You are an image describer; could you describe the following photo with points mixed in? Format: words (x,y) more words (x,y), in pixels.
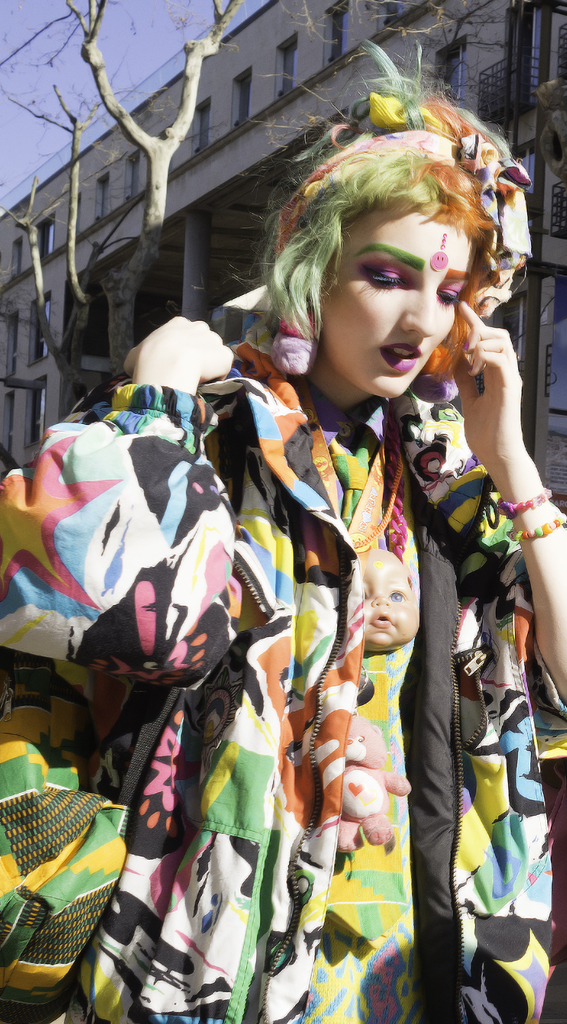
In this image we can see a woman (379,278). She is wearing colorful jacket (432,650). Behind her dry tree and building (199,250) is there.
